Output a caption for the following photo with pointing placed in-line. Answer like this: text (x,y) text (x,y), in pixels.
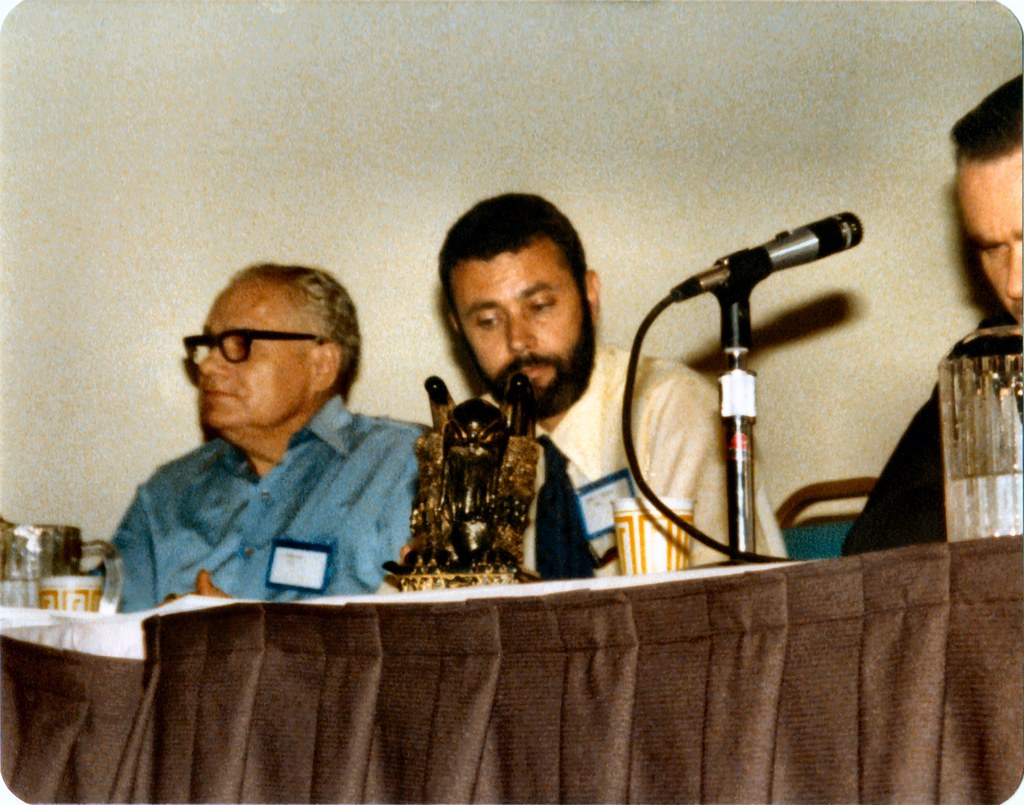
This picture shows few people (579,415) seated on the chairs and we see few glasses (43,554) and a microphone (855,222) on the table (686,645) and we see a man (268,361) wore spectacles (224,350) and we see a white background (358,134) and a cloth (262,718) to the table (478,746).
